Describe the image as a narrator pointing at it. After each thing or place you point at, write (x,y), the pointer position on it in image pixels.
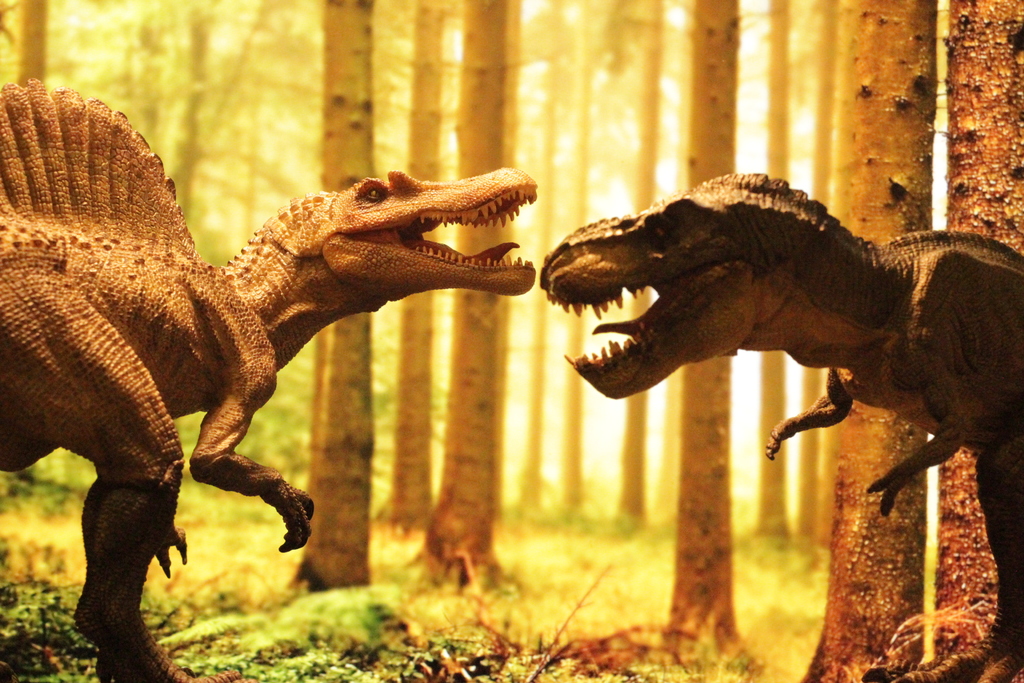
In the foreground of the picture (417,284) we can see dinosaurs (410,270), plants (479,641) and trees (888,581). In the background (445,72) there are trees (718,39).
